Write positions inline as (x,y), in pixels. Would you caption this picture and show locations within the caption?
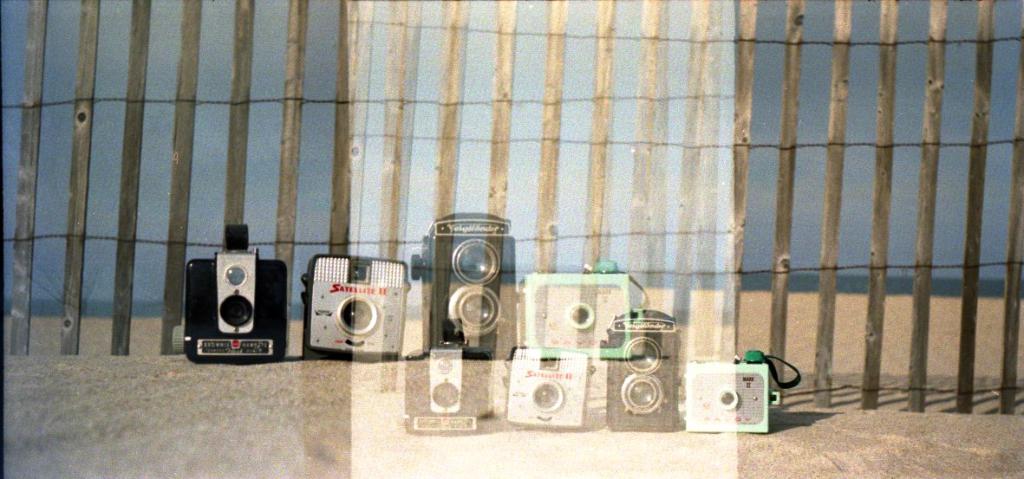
In this image, we can see cameras (430,393) on the sand (503,410) and in the background (37,99), there are sticks (133,130).
